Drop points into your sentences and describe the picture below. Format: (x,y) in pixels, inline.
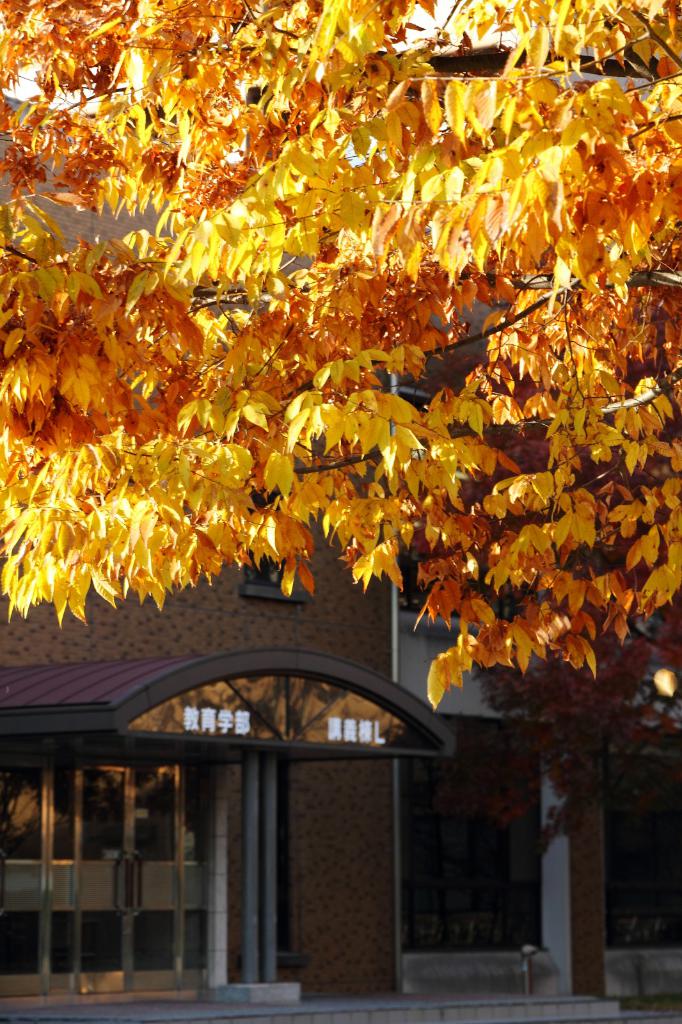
In this image I can see a tree (581,521) which is yellow and orange in color and a building (212,666). In the background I can see the sky (501,36).
